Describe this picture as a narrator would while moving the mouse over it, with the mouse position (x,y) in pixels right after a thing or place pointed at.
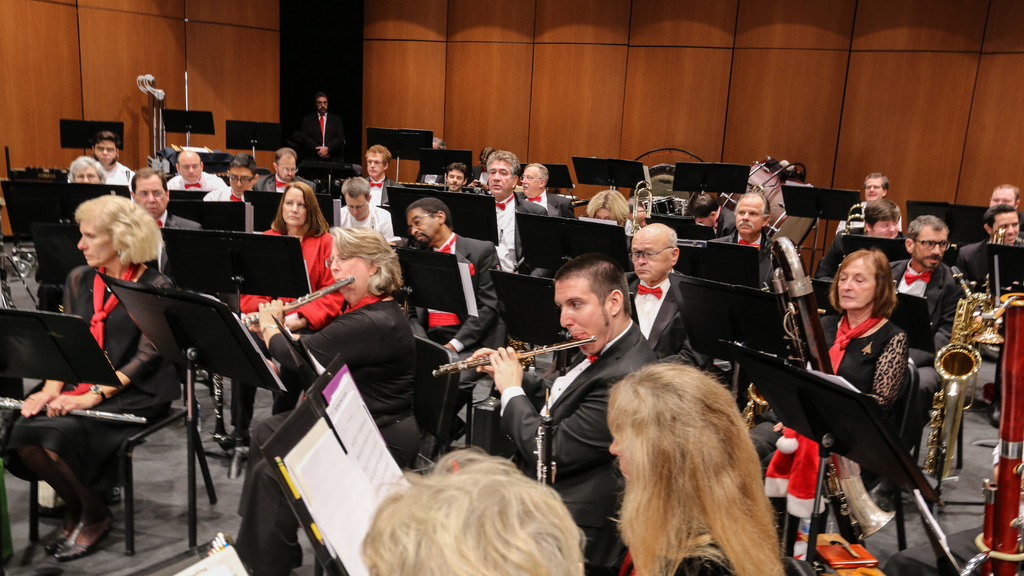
This picture describes about group of people (480,329), they are seated on the chairs (417,349), in front of them we can find few papers (355,449) on the stands (296,425), and few people (558,410) are playing musical instruments (943,358), in the background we can see a man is standing.
